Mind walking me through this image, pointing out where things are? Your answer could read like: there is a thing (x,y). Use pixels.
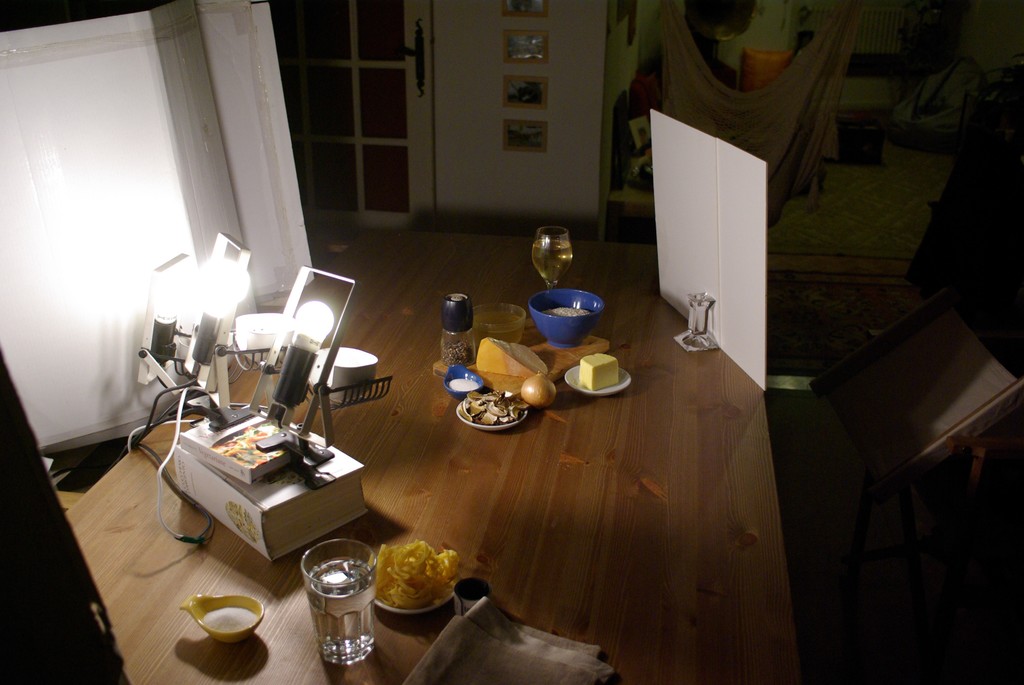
In this picture there is a table (700,595) in the center of the image (576,264), which contains food items (494,320), glasses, and lights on it, there is a door (385,44) and portraits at the top side of the image (386,13).
